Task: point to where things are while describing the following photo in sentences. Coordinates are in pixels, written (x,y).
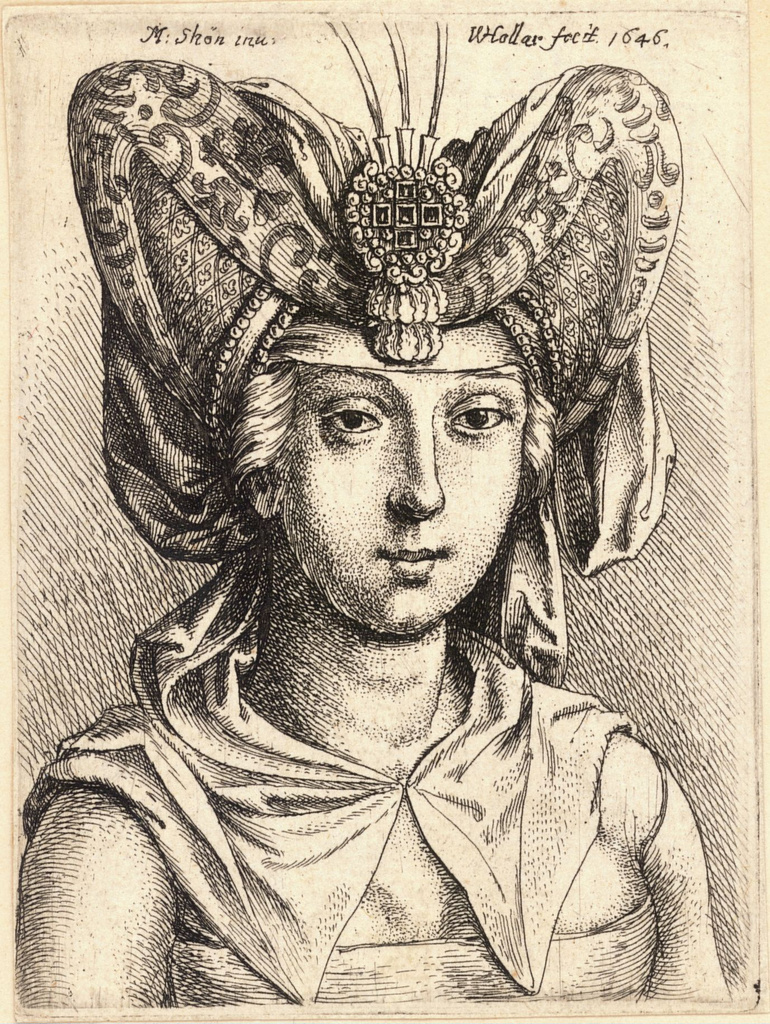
This picture is an art of a person (527,323), at the top (180,44) there is some text (146,42) and numbers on this poster (689,80).
